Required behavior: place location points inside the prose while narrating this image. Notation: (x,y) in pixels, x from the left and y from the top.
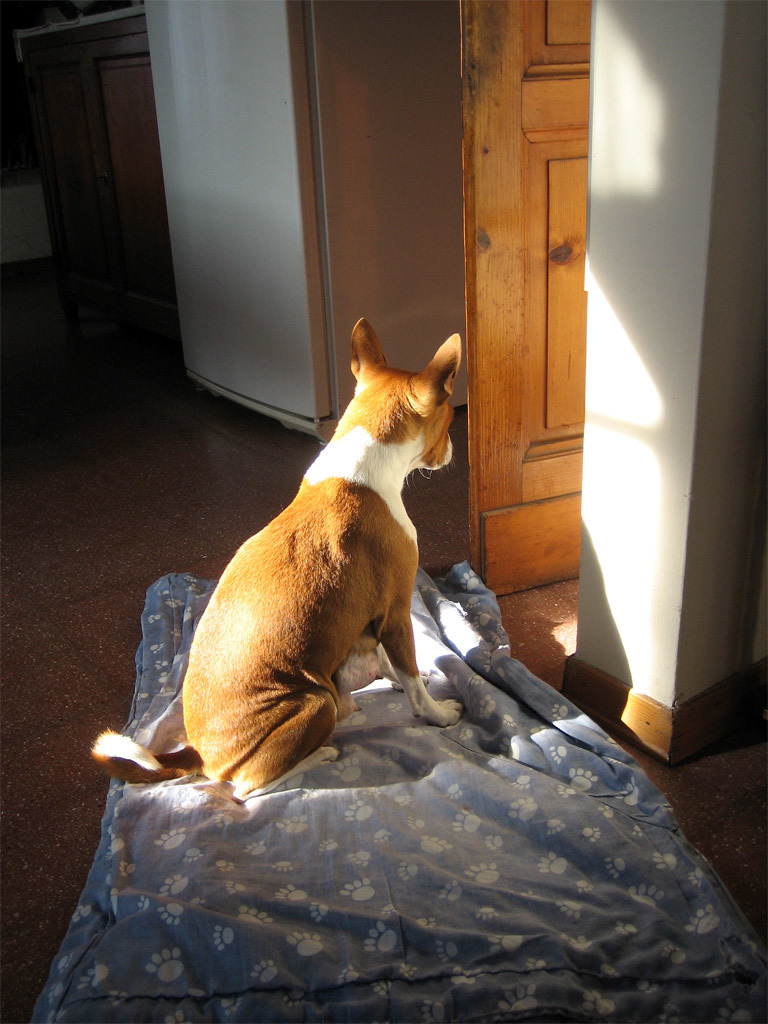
This is the picture of a room (674,263). In the foreground (329,712) there is a dog (338,707) sitting on the mat (327,783). At the back (291,330) there is a door (539,22), table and there is a fridge (284,240). At the bottom (31,983) there is a floor (41,597).
